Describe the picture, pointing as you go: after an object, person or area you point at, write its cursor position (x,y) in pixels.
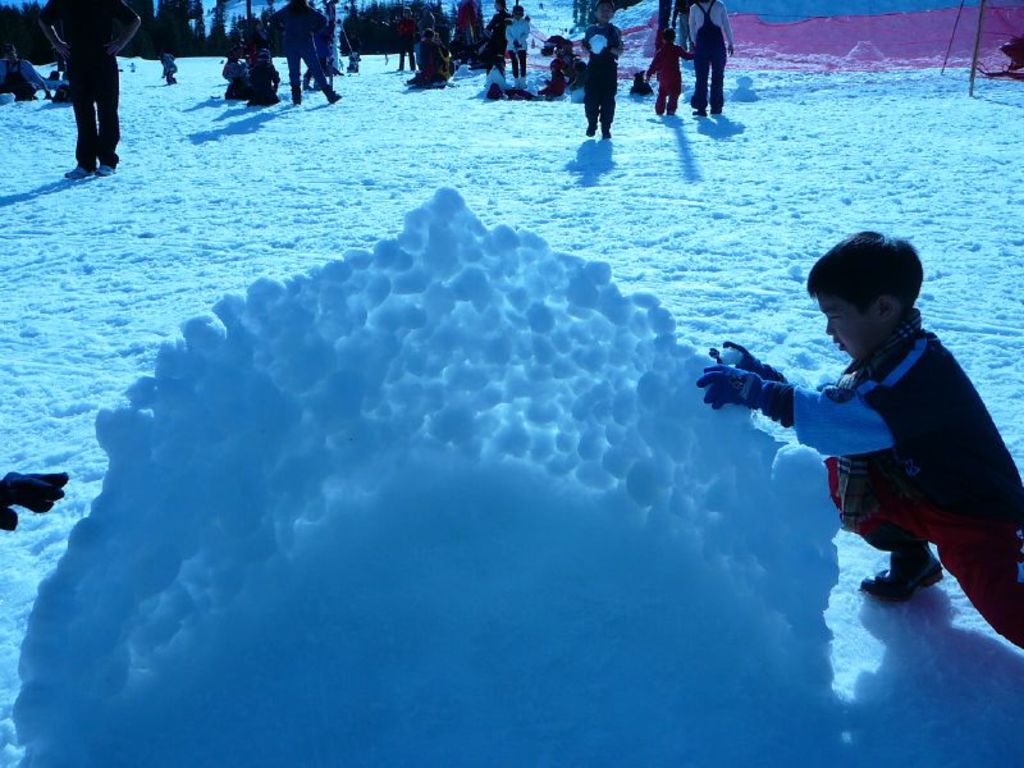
In this picture there are group of people (660,92) standing. At the back (198,48) there are trees (223,47) and there it looks like a mountain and there is an object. At the bottom (513,745) there is snow (784,75). In the foreground (885,252) there is a person (911,292) sitting and holding the snow (677,473).
